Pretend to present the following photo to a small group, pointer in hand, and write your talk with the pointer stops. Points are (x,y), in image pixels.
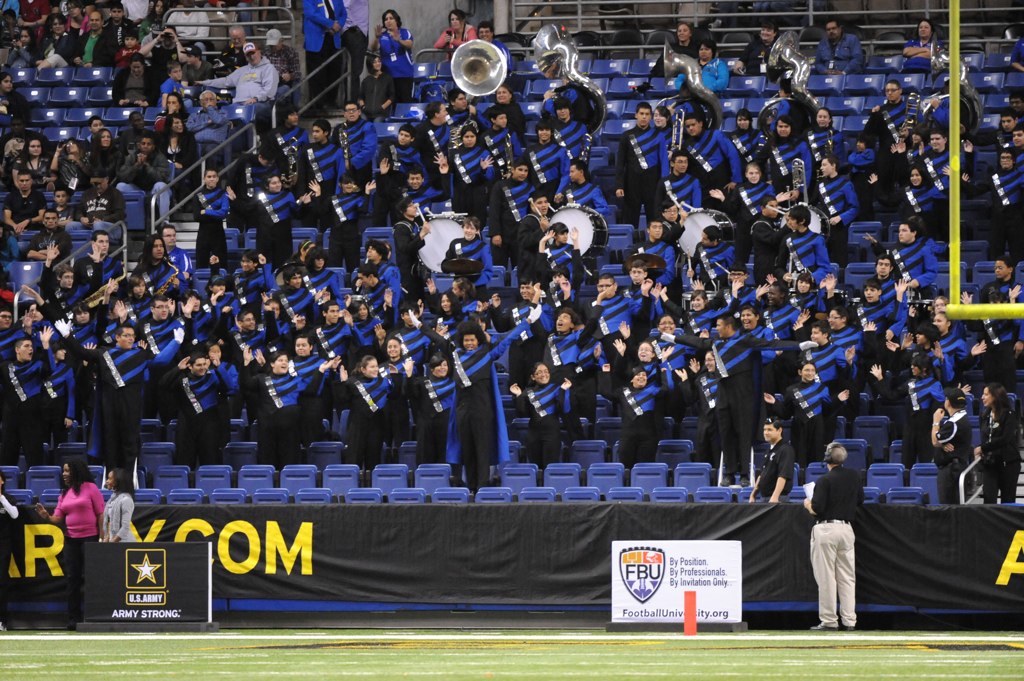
As we can see in the image there are many people (514,314), drums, chairs (463,491), cloth (600,514) and banners (174,573).
